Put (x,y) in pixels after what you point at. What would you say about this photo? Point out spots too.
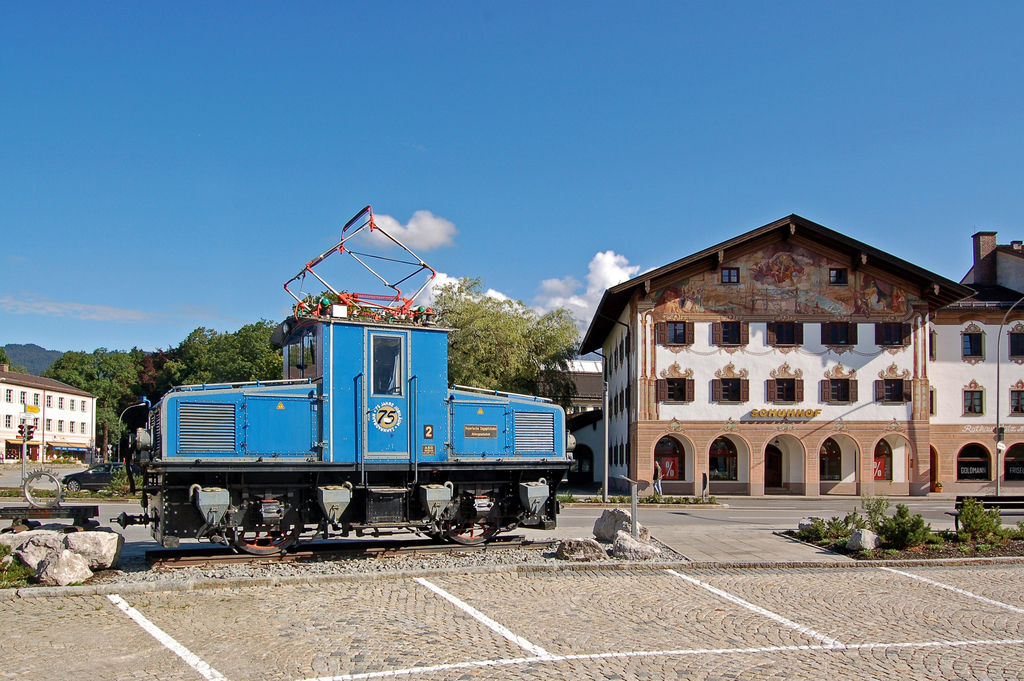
In the foreground of the picture (849,525) there are plants (877,521), stones (616,513) and a machine (498,402). On the right (709,326) there are buildings (623,428), street light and plants (665,500). On the left (128,380) there are buildings (44,441), signals (30,438), plants (124,494), trees (132,374) and hill (38,355). Sky (414,182) is sunny.
